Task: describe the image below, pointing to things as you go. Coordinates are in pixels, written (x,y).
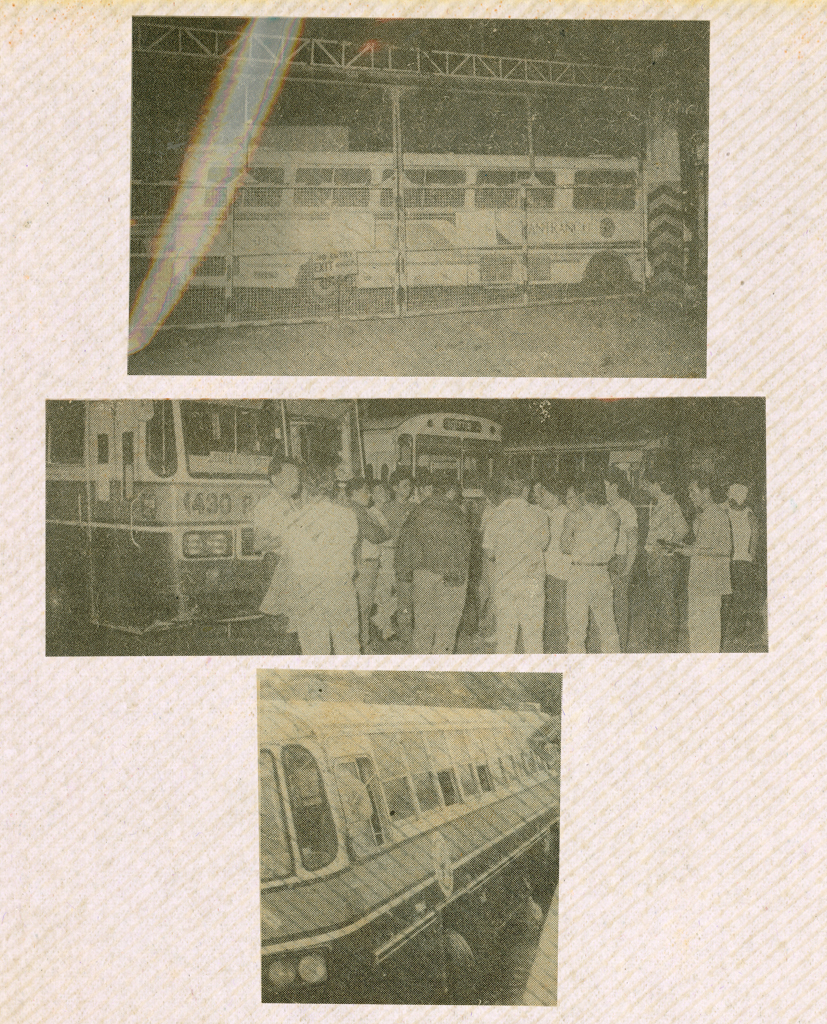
In this image there are three black and white photography. In the photographs, there are buses (292,402), metal rods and a few people (463,596) standing.
